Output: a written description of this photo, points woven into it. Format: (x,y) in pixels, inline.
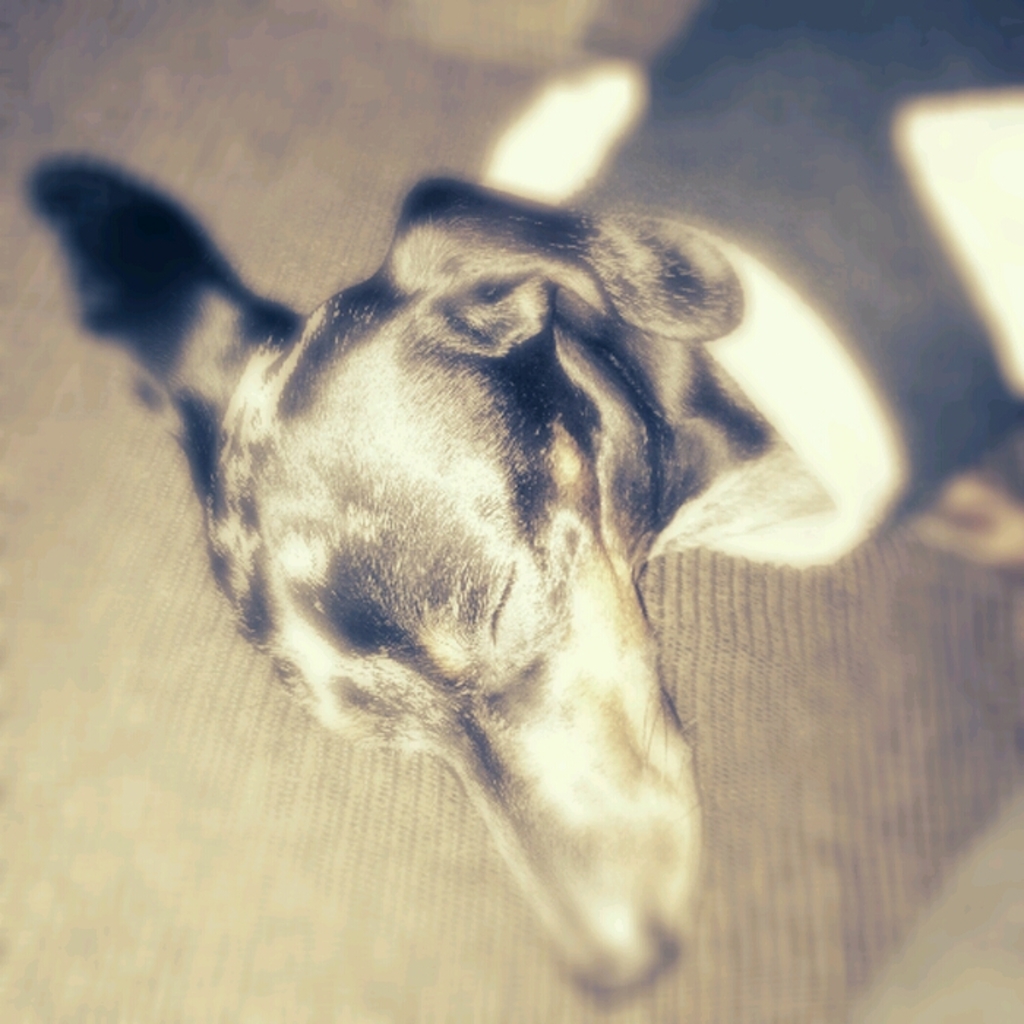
This is a zoomed in picture. In the foreground (733,501) we can see a dog (755,421). In the background (381,20) we can see the floor carpet (910,906).
